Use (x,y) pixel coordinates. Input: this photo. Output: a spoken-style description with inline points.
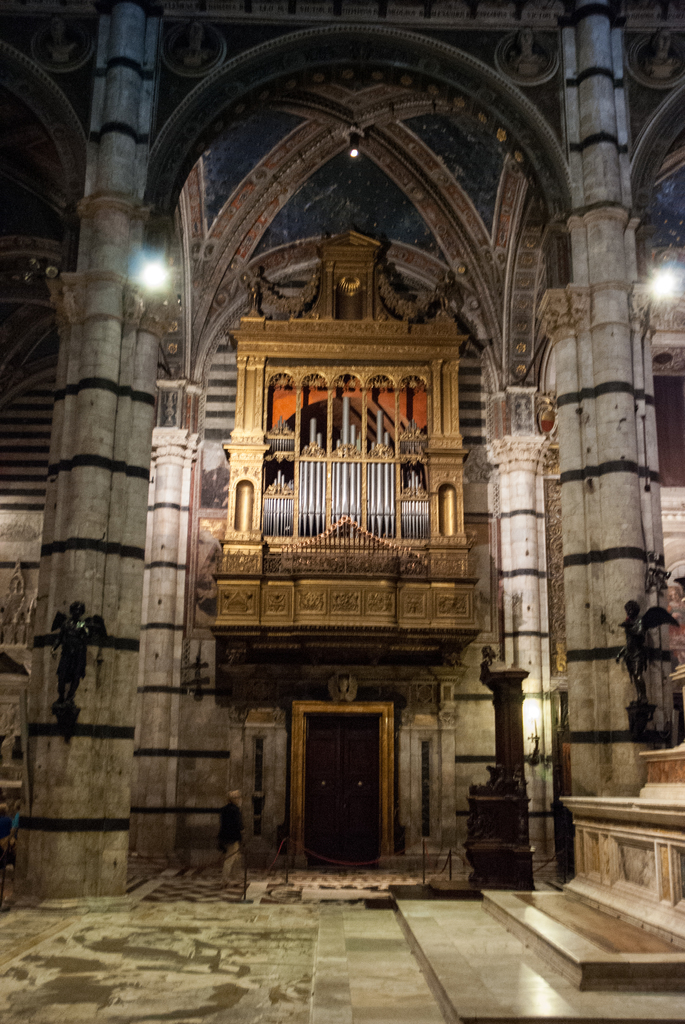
In this image, I can see a person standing on the floor (229,928). I can see the sculptures (642,653) and lights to the pillars (597,736). On the right side of the image (507,885), It looks like an object (486,854). At the top of the image (281,222), I can see the ceiling (392,214). This picture was taken inside a building (347,787).
